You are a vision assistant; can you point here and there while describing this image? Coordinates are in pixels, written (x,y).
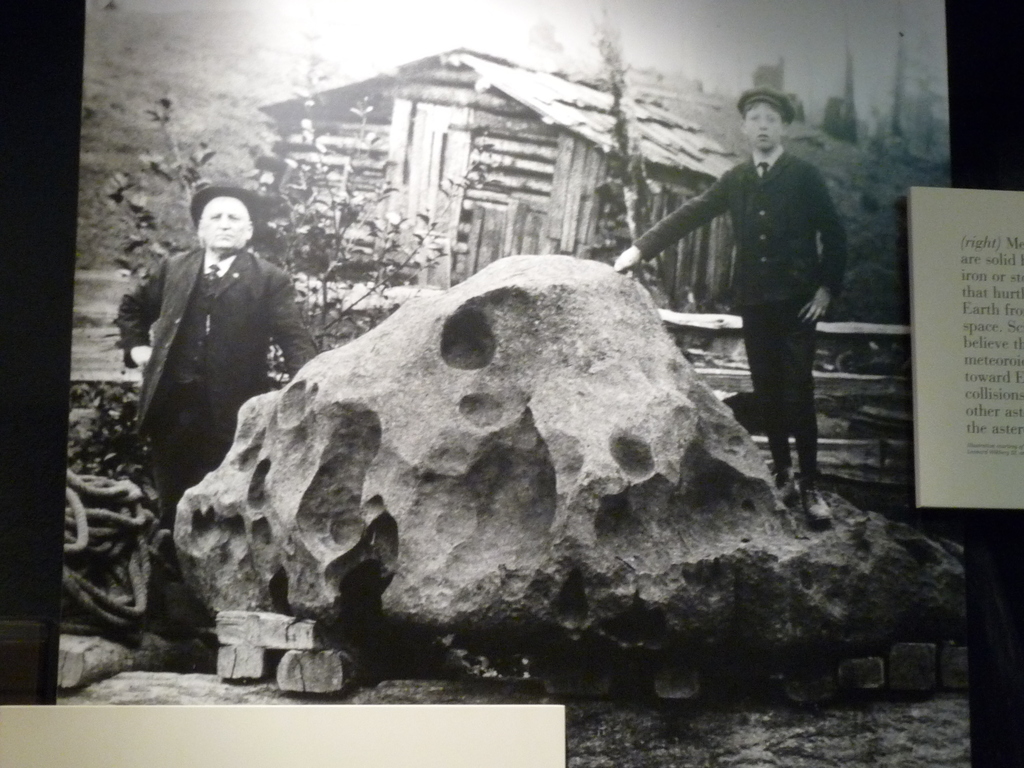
It is a black and white picture. In the center of the image (576,411) we can see one stone (525,495), rope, woods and two persons (306,357) are standing and they are wearing hats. In the background (629,188) we can see poles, plants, one wooden house (520,148), fence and few other objects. On the right side of the image (985,284), we can see some text (977,352).
